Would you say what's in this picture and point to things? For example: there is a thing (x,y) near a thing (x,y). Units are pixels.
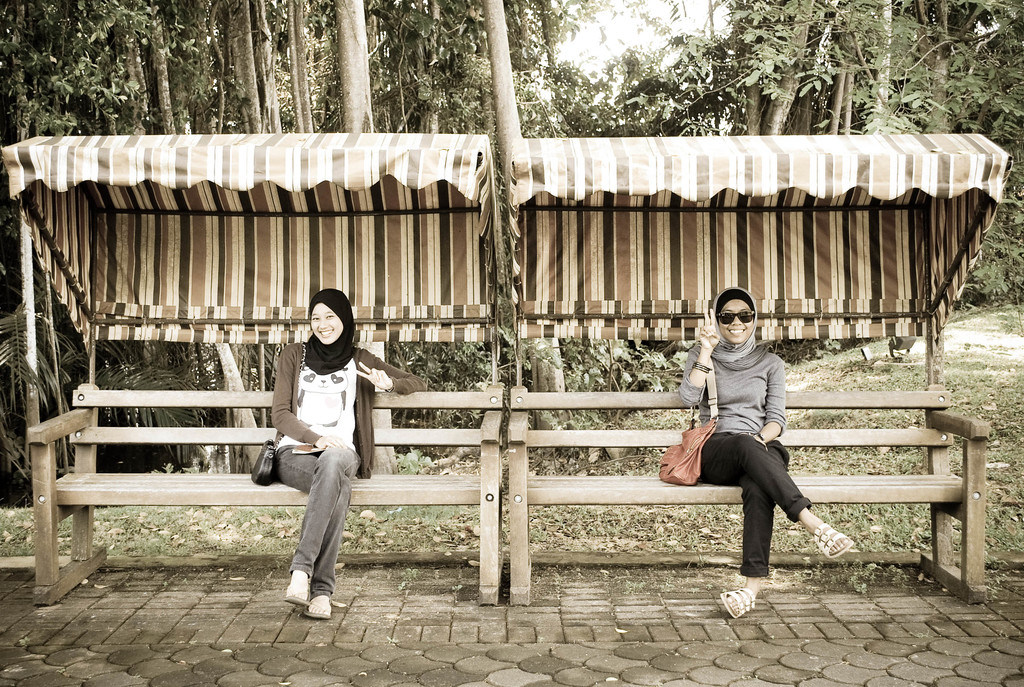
In this picture there are two women's (286,380) sitting on a bench (545,481). The woman (338,398) in white t shirt (326,396) was wearing a hijab (321,370) and a holding a black bag (267,468). Behind the people (308,436) there are trees (603,107). On the top (672,215) there is a roof (520,230).
